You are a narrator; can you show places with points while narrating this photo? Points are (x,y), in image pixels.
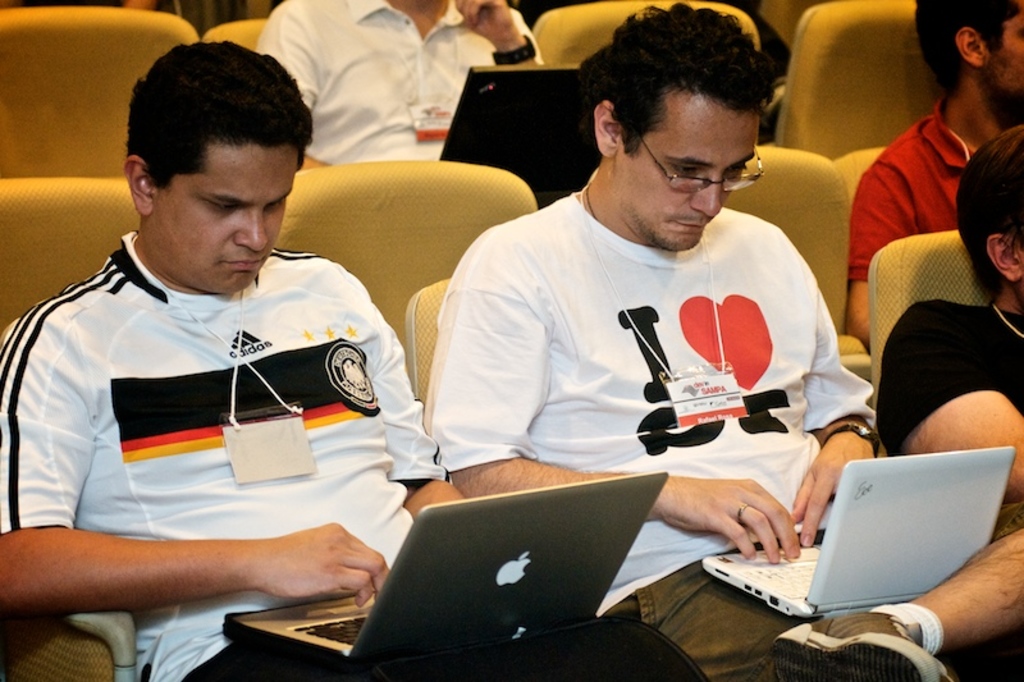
In this picture there are group of people (493,373) sitting on the chairs (3,301) and there are laptops (349,600) on their laps (732,594). At the back (55,217) there are chairs (14,249).
